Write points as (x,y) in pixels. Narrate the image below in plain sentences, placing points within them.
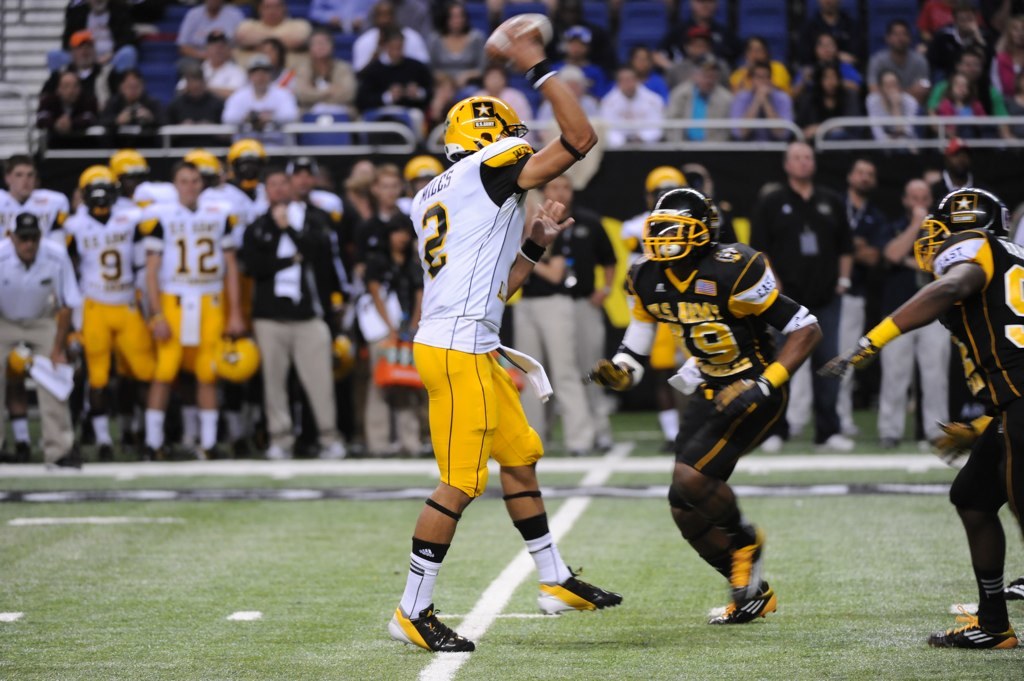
There are groups of people (407,299) standing and few people (573,81) sitting on the chairs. This person (455,233) is holding the kind of a ball (521,34) in his hand (533,61). I think this is the ground (146,645).
